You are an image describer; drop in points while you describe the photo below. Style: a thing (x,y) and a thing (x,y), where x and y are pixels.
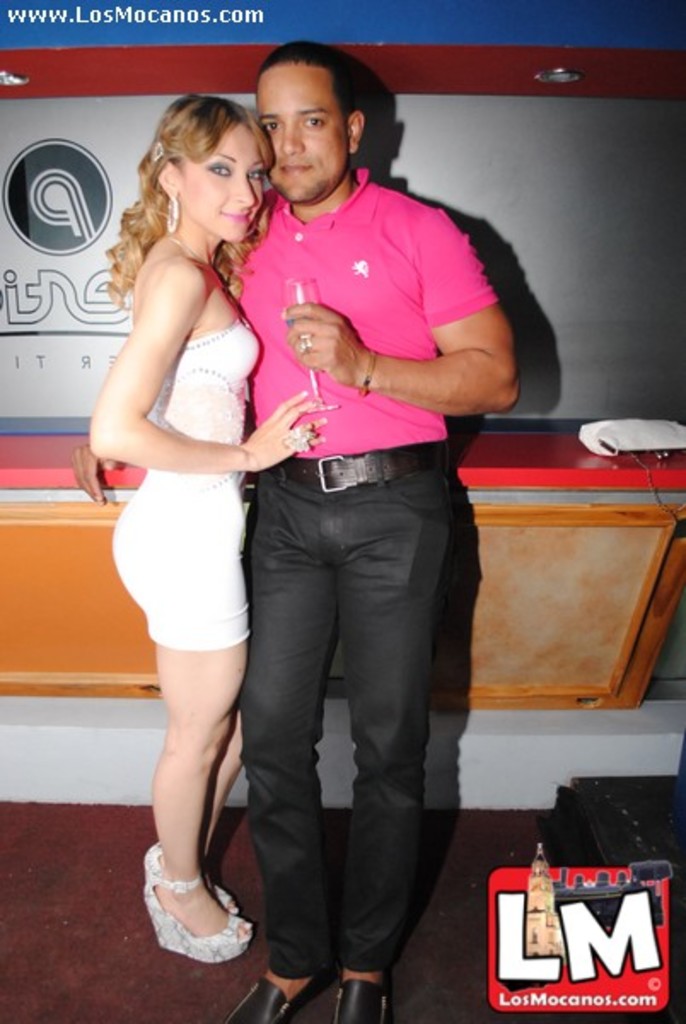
In the center of the image (309,509), we can see a man (266,528) and a lady (217,181) standing and one of them is holding glass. In the background (377,91), there is a wall (564,249) and a stand (582,582). At the bottom (513,938), there is a logo (548,937).
